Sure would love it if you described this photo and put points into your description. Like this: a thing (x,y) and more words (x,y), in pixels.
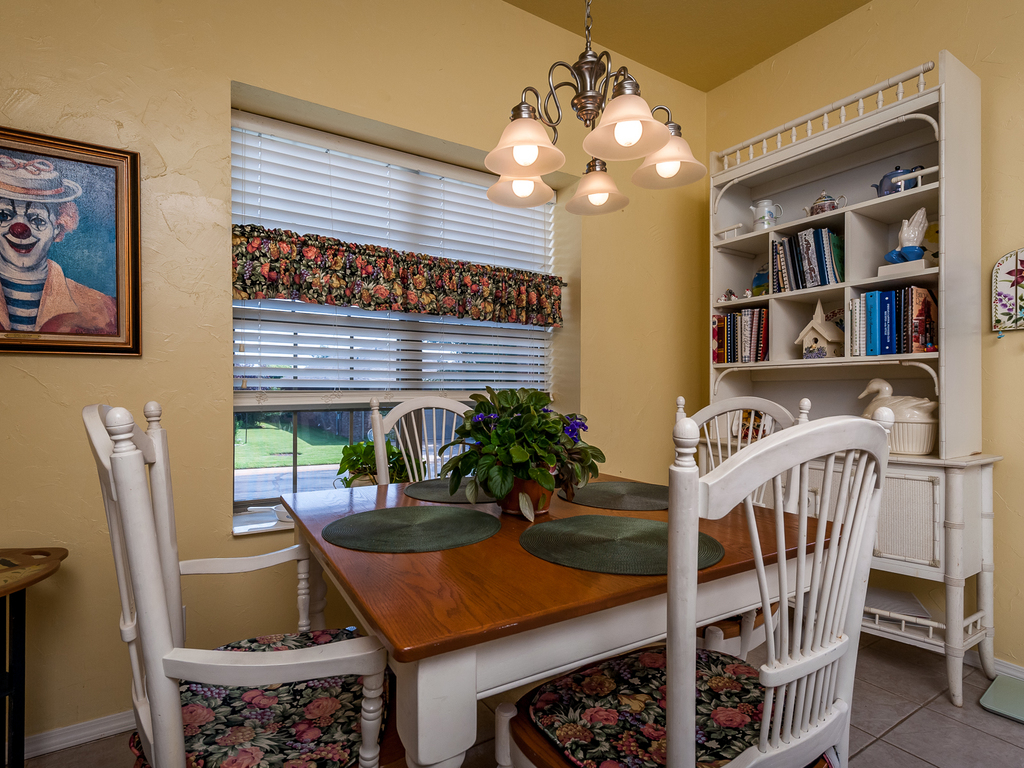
This is the picture of a room (854,659). In this image there is a plant (570,481) and there are table mats (585,522) on the table (324,491) and there are chairs (377,691). On the right side of the image (714,333) there are books (898,291) and there are kettles (825,213) and objects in the cupboard (890,557) and there is an object (1012,258) on the wall (1015,566). At the back (237,420) there is a window (237,420) and there is a blind (473,360) and there is a plant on the wall (215,505), behind the window (250,407) there is grass (281,443). On the left side of the image (72,337) there is a frame (72,337) on the wall (193,152) and there is a picture (115,315) of a joker (27,190) on the frame (113,287) and there is a table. At the top (593,69) there is a chandelier (606,97). At the bottom (990,711) there is a mat (994,704) and there is a floor (899,721).
